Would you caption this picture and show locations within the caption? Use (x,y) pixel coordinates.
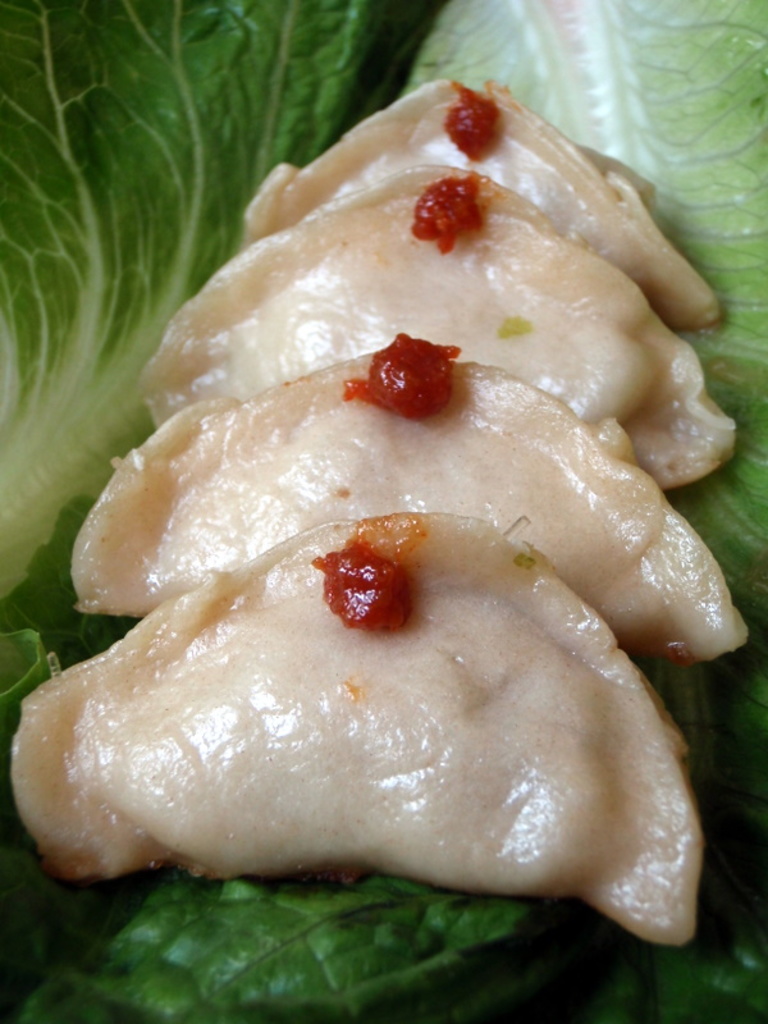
In this image there is food (382,524), there are leaves (307,969) truncated at the background of the image (329,24).
